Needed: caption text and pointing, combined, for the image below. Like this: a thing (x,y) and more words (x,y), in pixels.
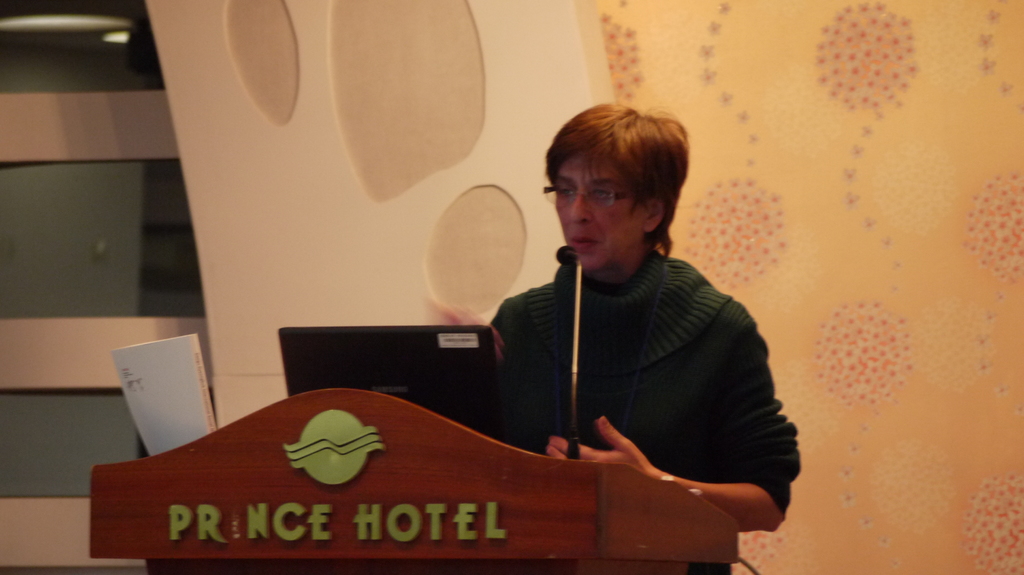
In this picture we can see a woman (657,413) is speaking something, there is a podium (578,519) in front of her, we can see a book (198,436), a laptop (418,394) and a microphone (575,324) on the podium (391,402), in the background (828,103) there is a wall (858,112).
